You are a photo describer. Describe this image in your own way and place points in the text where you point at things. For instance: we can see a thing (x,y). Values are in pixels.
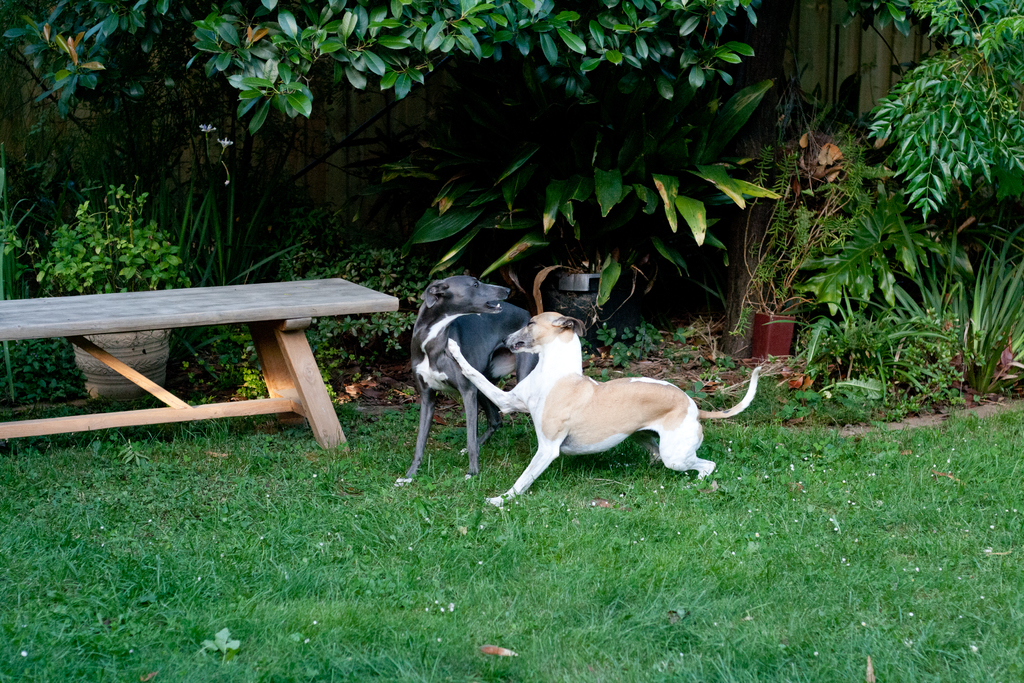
There are two dogs (543,346) on a greenery ground (522,425) and there is a bench (288,305) and trees (299,69) in the background (404,79).
